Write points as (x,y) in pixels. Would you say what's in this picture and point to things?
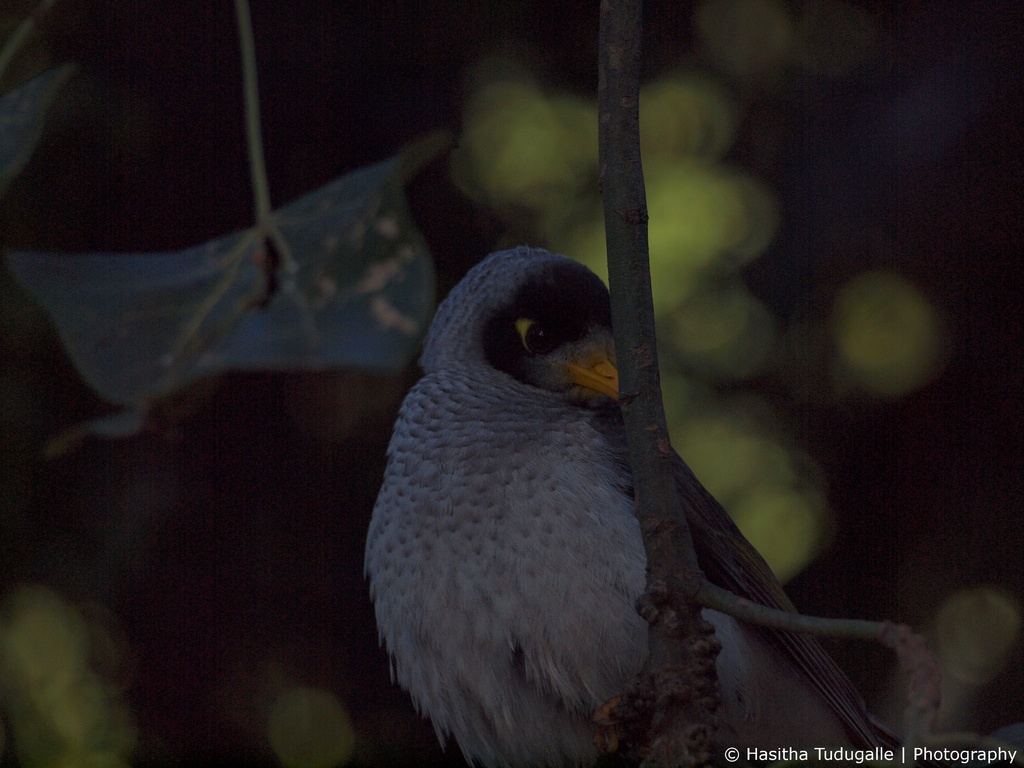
This image consists of a branch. On that there is a bird (543,483). It is in ash color. There are leaves (270,312) behind that.
